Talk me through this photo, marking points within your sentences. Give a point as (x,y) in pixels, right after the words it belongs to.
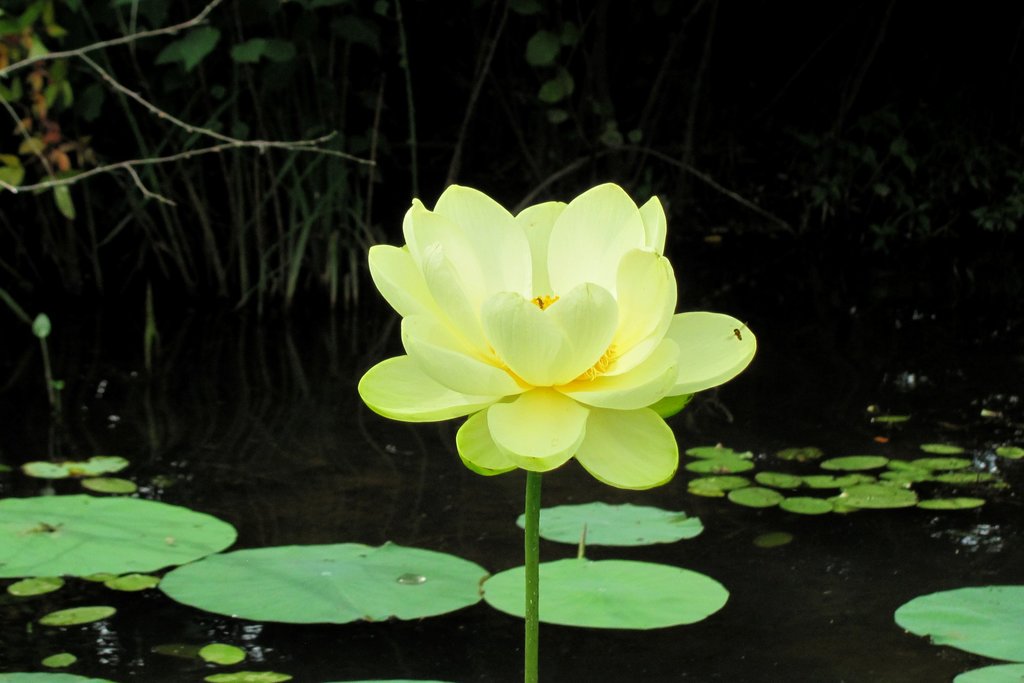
It is a beautiful lotus flower (657,333) in yellow color. At the bottom (963,617) there are lotus leaves (739,501) in this water (325,532).
